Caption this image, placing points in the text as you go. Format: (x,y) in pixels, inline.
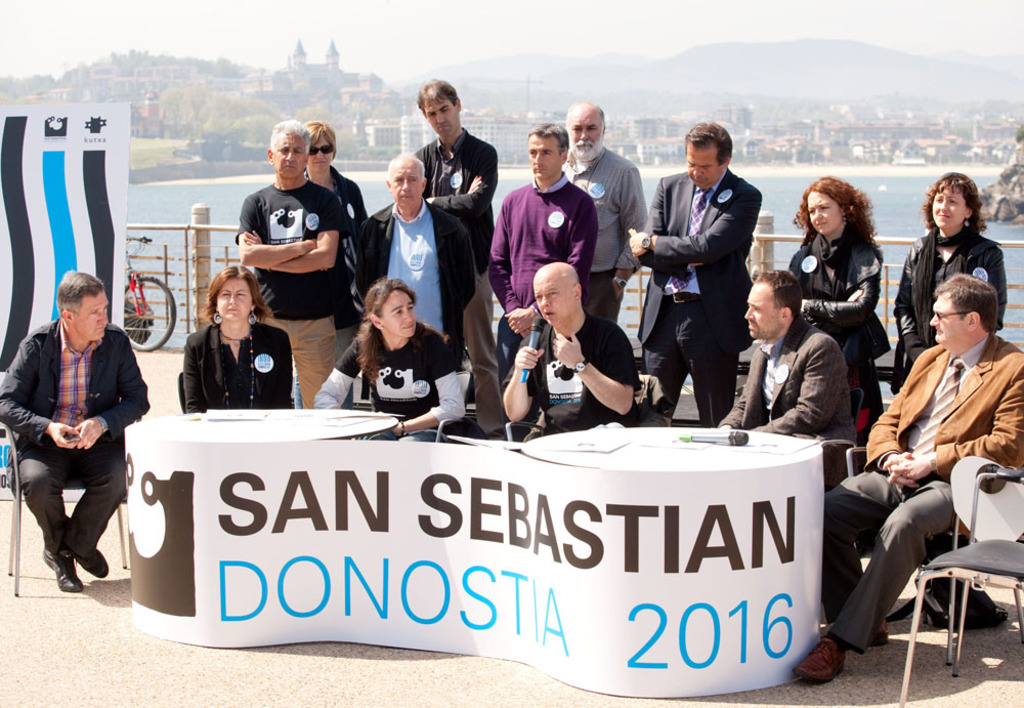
There are few people (737,285) standing and few people (88,381) sitting on the chairs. These are the two tables (358,459) attached with the banner (472,569). This is a mike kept on the table (656,461). At background (220,153) I can see the view of a city (729,116). This is a water (863,189). I can see a bicycle wheel (160,283).
